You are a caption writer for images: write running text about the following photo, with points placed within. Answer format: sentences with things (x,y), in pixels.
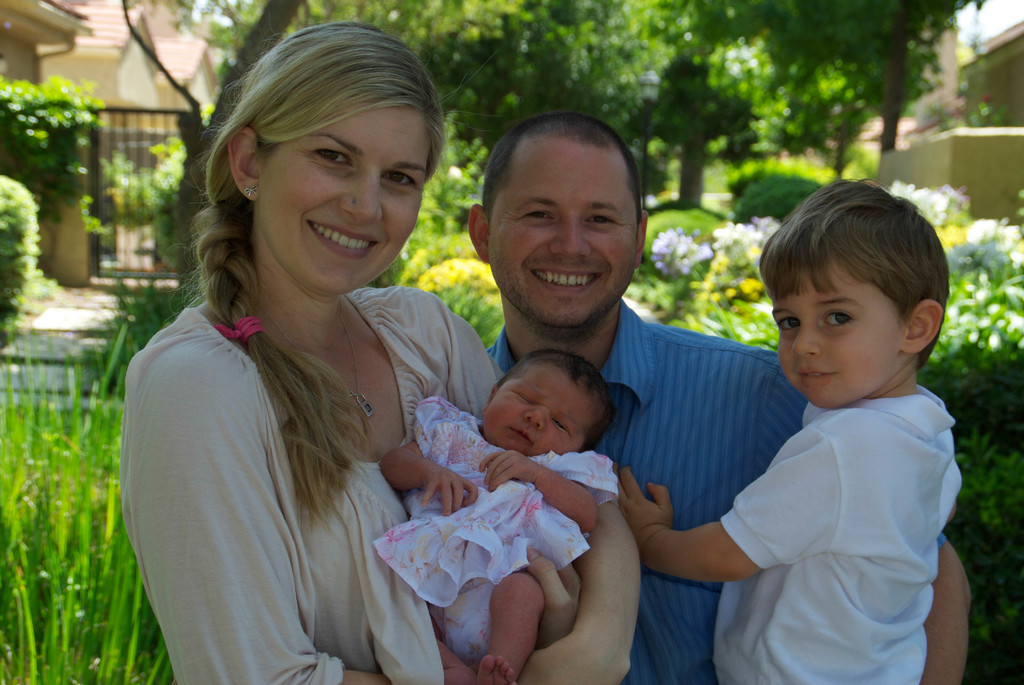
As we can see in the image there are few people (372,394) standing in the front (489,457), grass (59,461), plants (759,188), flowers (761,231), trees (935,6), gate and buildings (98,6).
